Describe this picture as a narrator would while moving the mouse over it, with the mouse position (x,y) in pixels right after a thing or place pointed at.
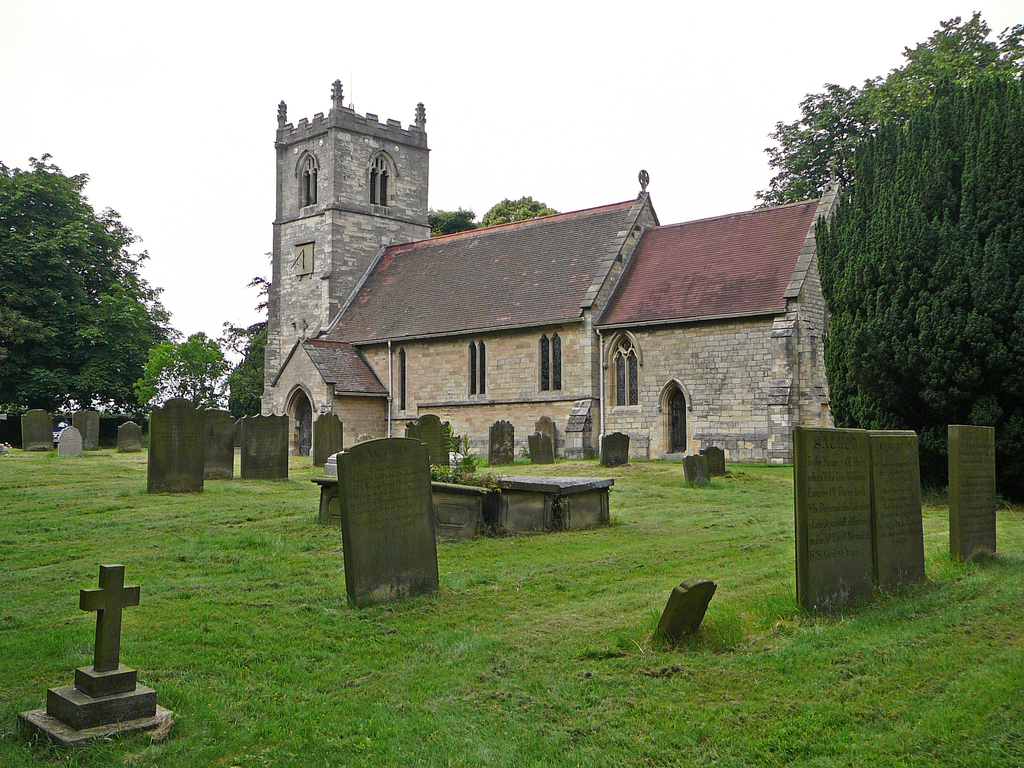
In this image I can see an open grass ground (618,546) and on it I can see number of tombstones (594,518). In the background (343,113) I can see a building (357,210) in the centre (584,331) and on the both side of it I can see number of trees (890,135).
